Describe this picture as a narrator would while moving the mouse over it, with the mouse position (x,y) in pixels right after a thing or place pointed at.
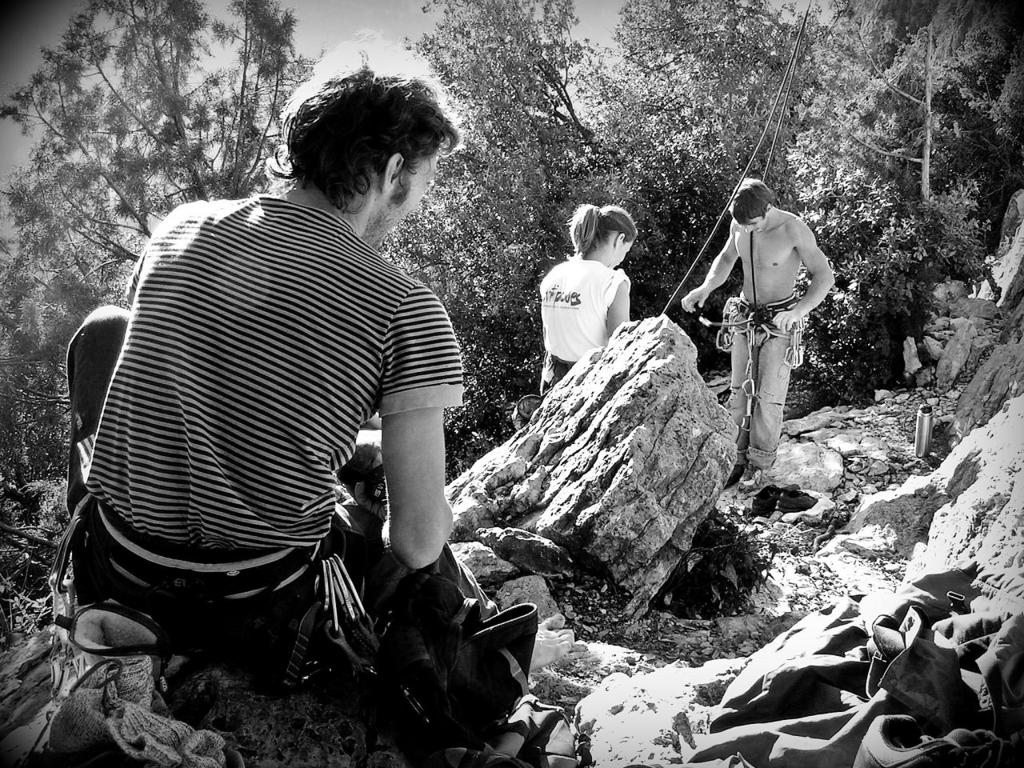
This is a black and white image, in this image there is a man (222,562) sitting on a rock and there is a woman (628,315) and a man (769,319) standing, in the background (814,64) there are trees (616,126).
